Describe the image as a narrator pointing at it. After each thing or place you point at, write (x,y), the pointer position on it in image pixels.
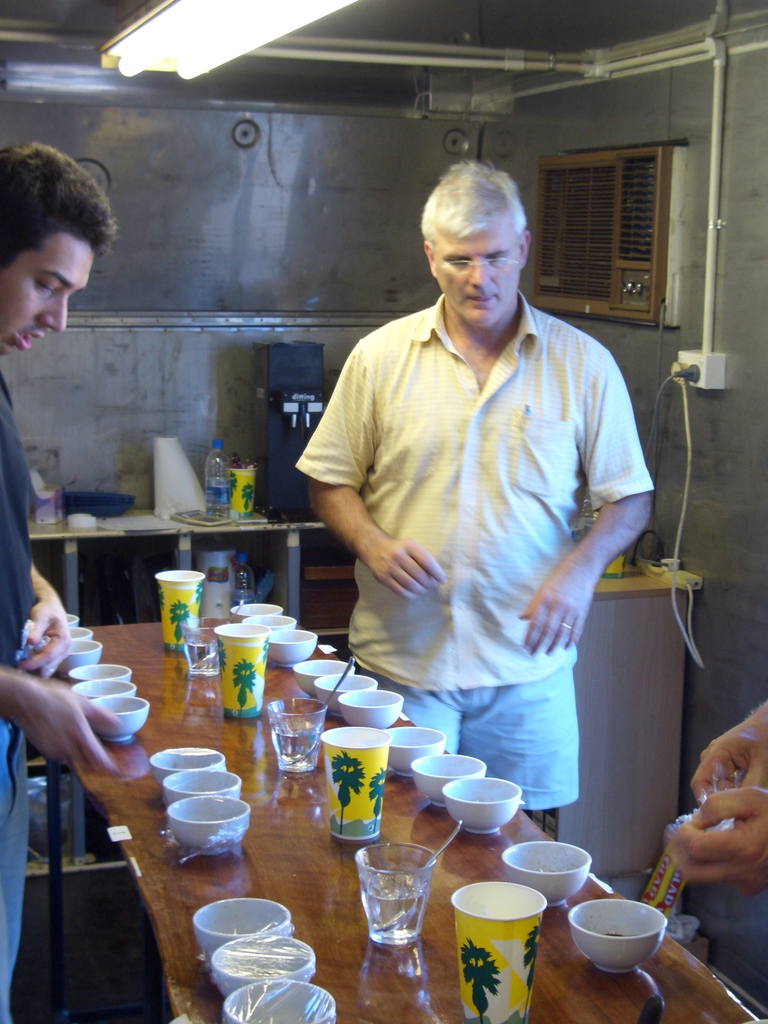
In the center of the image (271,664) we can see a table (339,869). On the table (423,1009) we can see the bowls (236,992), glasses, spoons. In the background of the image (759,276) we can see some people (400,623) are standing and also we can see the tables (576,821), wall (717,584), socket (717,386), pipes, wires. On the tables (660,709) we can see a bottle (208,494), paper (204,505) and some other objects (98,501). At the top of the image (339,26) we can see the roof (497,16) and lights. In the bottom left corner (114,954) we can see the floor (130,893).
